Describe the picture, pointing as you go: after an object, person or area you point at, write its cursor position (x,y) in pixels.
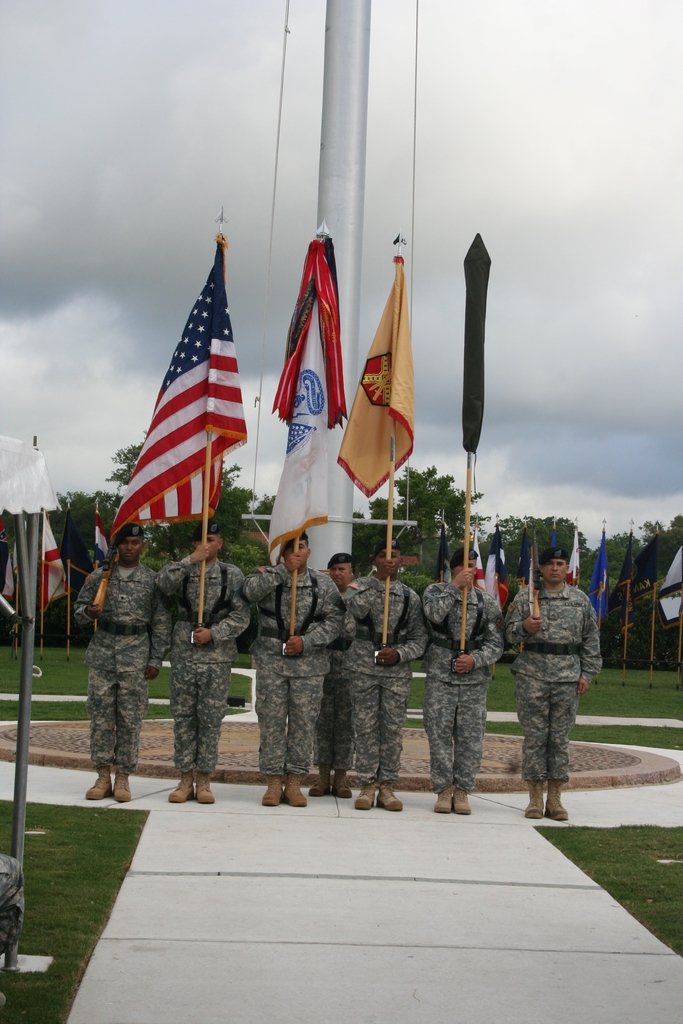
As we can see in the image in the front (219,679) there are few people (414,608) wearing army dresses (488,616) and holding flags (382,483). There is grass (635,853) and trees (419,514). At the top (123,113) there is sky (95,151) and clouds (142,91).
